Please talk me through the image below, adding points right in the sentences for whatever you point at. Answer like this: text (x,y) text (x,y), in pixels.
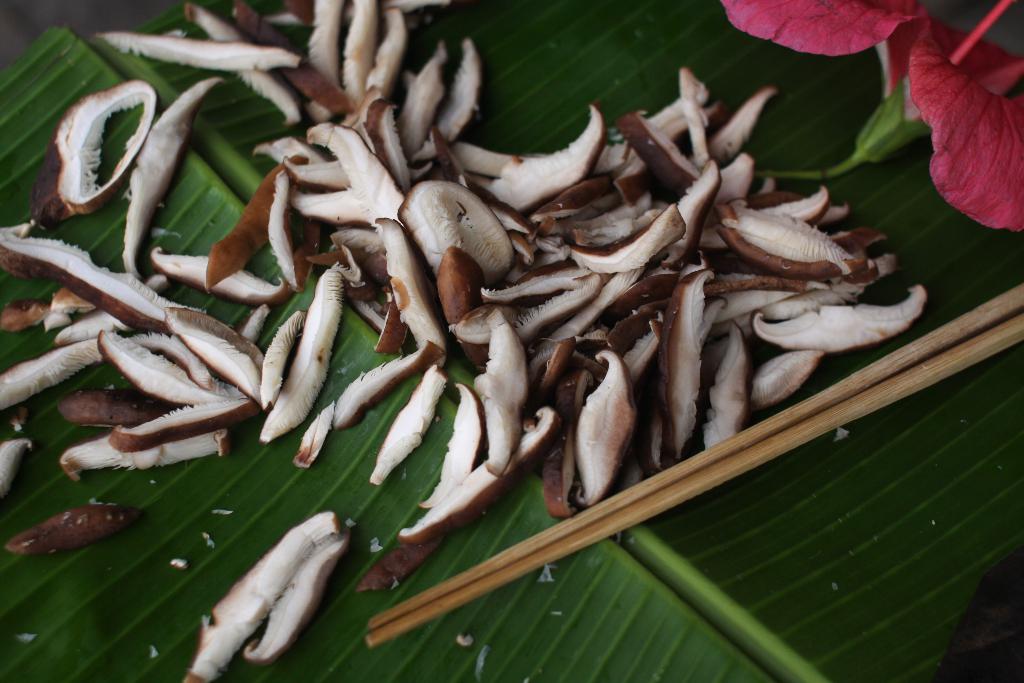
In the image there are sliced mushroom pieces (382,309) and a flower (847,166) along with two chop sticks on a leaf (598,99).
